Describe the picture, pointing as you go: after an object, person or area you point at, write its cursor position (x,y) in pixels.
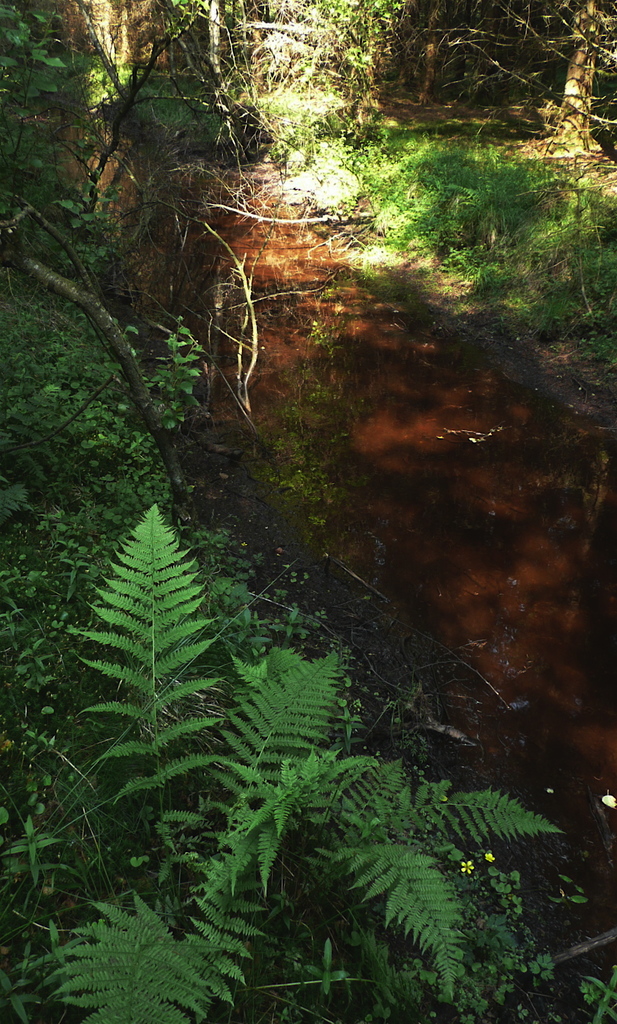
On the right side (448,555) I can see a stream (541,640). On the both sides of it I can see many plants (67,360) and tree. This is looking like a forest (278,583).
